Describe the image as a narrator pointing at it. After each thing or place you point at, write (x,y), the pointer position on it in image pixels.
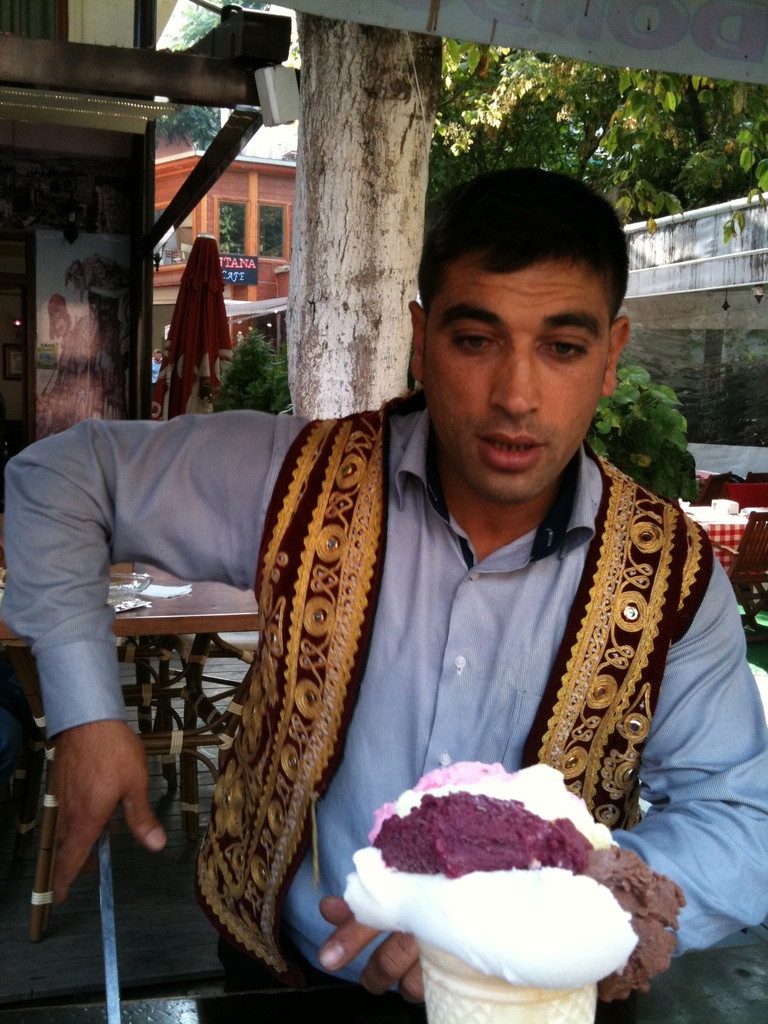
In this image there is a man (265,747), behind him there is a table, in his hand (374,976) there is an ice cream (427,1011), in the background (284,235) there are tables (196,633), chairs (762,553), trees (496,119) and buildings (280,190).
